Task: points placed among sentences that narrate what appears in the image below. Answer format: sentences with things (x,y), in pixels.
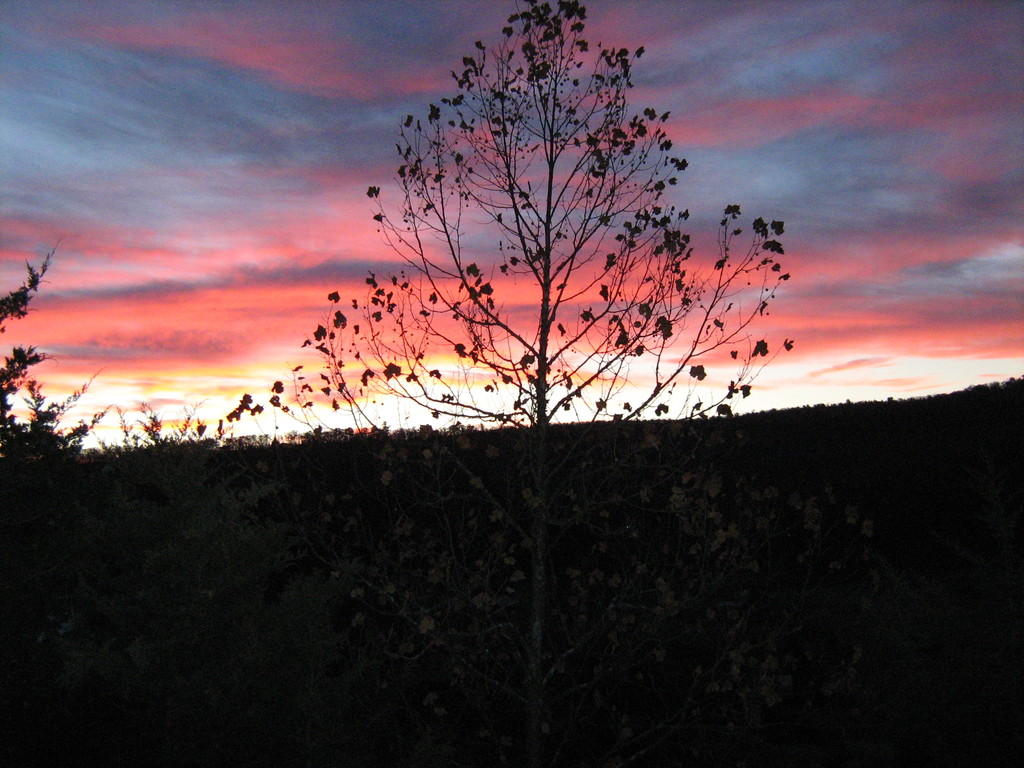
In this picture there is a tree (596,517) in the center of the image (469,466) and there is greenery (486,649) at the bottom side of the image (618,690) and there is sky (261,101) at the top side of the image (184,85).
